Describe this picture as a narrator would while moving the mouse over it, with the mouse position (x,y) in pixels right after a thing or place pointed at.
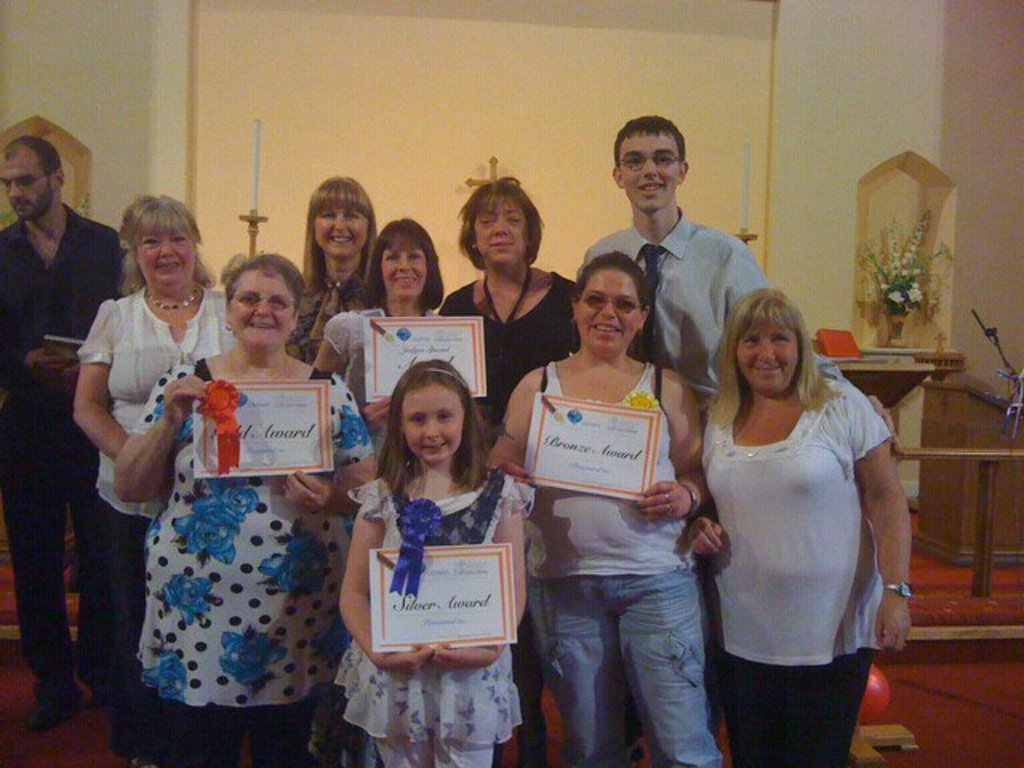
This is an inside view. Here I can see few people (498,370) standing, smiling and giving pose for the picture. In the front (426,604) four people (411,685) are holding the certificates (427,603) in their hands (412,659). In the background (752,74), I can see the wall (855,105) and a table (896,369) and also I can see a flower vase (905,291).
